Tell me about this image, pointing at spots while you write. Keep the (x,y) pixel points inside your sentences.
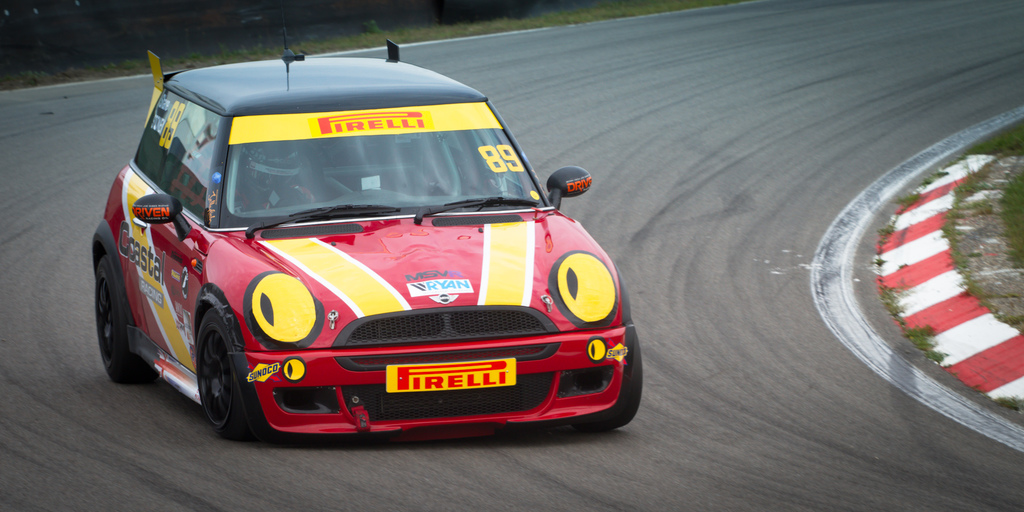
In this image there is a racing car (356,262) on the road (29,212). In the background (371,27) there is grass (254,52) beside the road (118,77).
